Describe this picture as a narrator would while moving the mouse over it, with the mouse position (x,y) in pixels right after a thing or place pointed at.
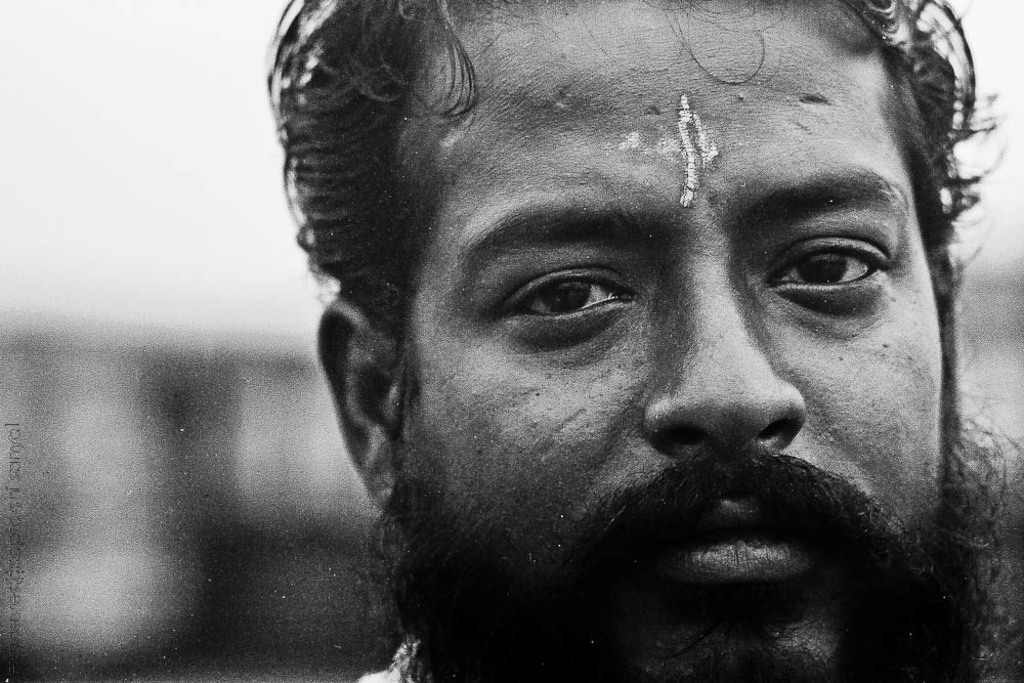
This is a black and white picture. In this picture, we see the face (568,258) of the man (552,212). We can only see the ear (393,367), eyes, nose (776,423) and the mouth (718,518) of the man (790,527). In the background (302,316), it is white in color. This picture is blurred in the background (200,424).
